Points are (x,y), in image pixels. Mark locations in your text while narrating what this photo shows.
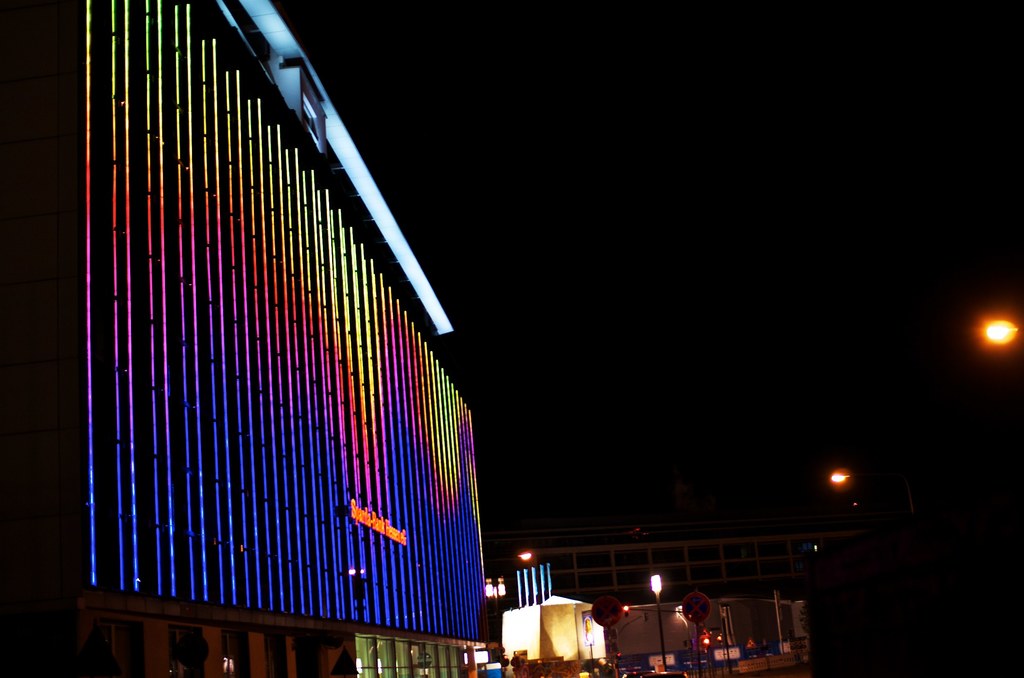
In this image we can see the buildings (323,482) with lights (394,523) and text (374,518). We can see the street lights (662,655), board (587,630), boxes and dark background (699,351).
